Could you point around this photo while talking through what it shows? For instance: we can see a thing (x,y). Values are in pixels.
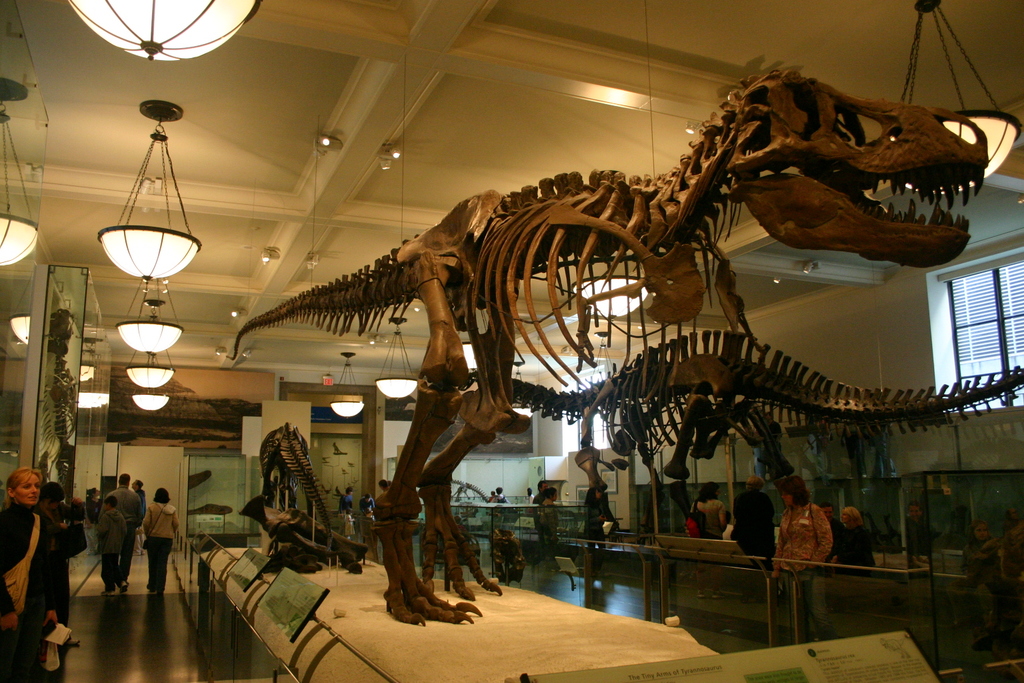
In this image, we can see the interior view of a museum (322,444). We can see the skeletons (269,437) of some dinosaurs (587,313). We can see some tables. There are a few people (966,567). We can see the ground (140,586). We can see a window (1022,296). We can see some lamps (147,236). We can see some boards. We can see some glass (188,501). We can see the roof (188,175).
